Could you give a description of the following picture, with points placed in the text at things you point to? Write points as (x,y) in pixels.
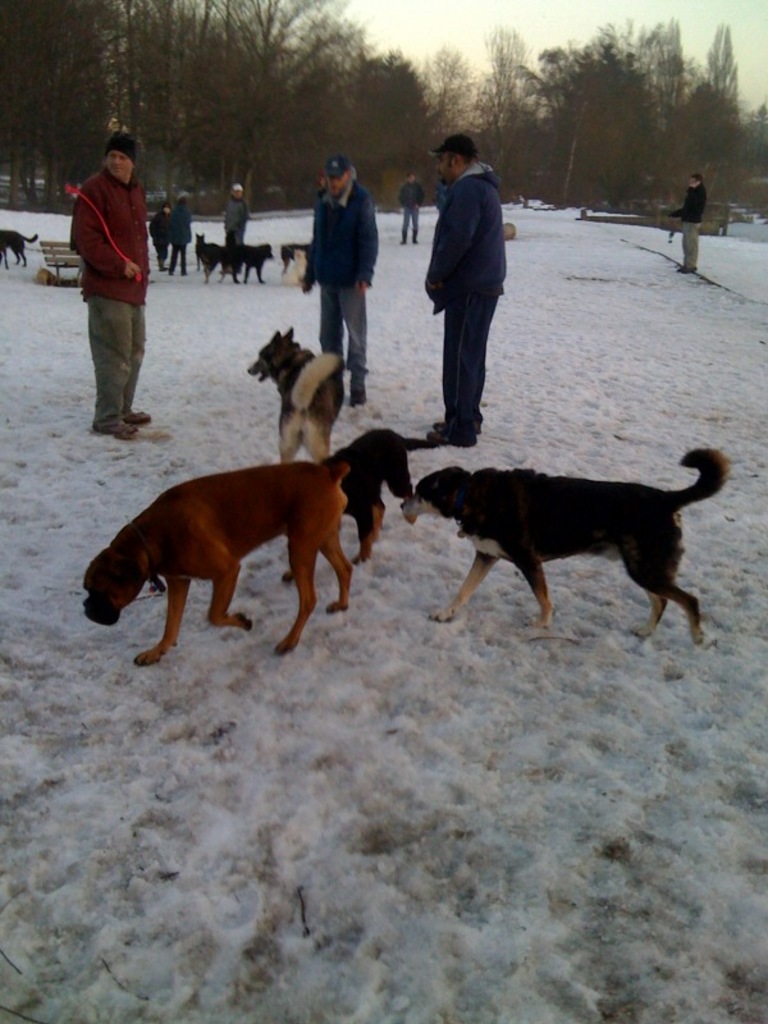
In the image we can see there are many people (78,205) standing wearing clothes (172,261), shoes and a cap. There are even dogs (279,478) of different colors. Everywhere there is a snow (703,294), white in color. We can even see there are trees (516,112) and a sky (454,44).
